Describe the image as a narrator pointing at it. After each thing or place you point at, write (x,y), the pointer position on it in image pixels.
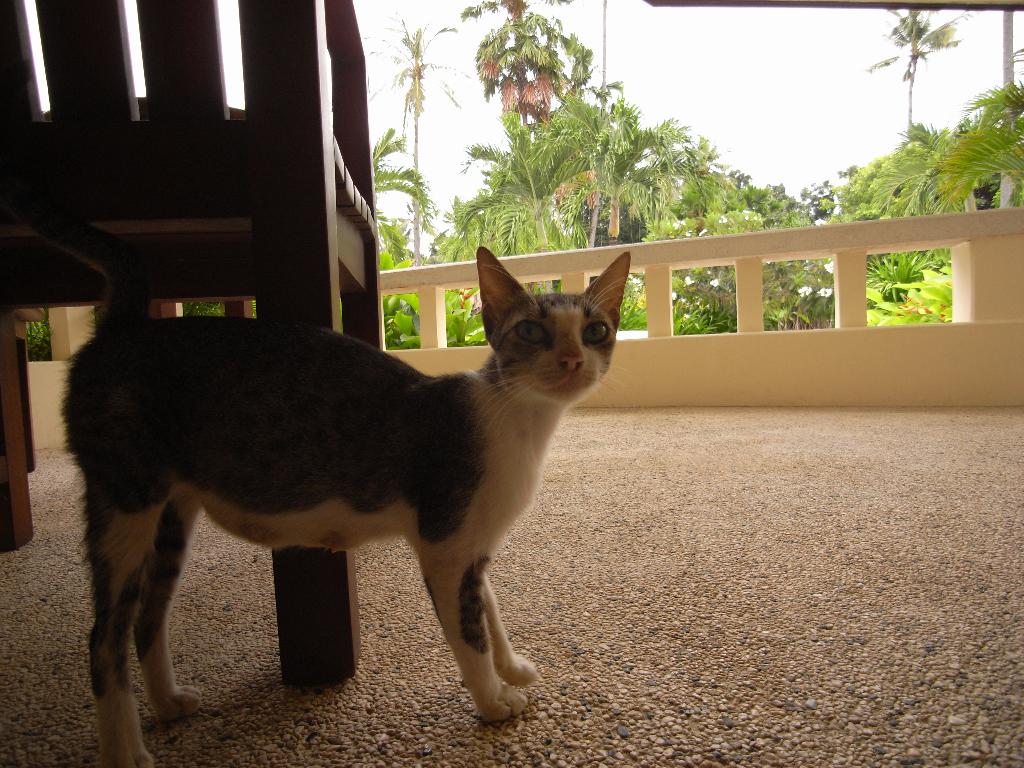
In the foreground of the picture (213,141) there are chair (194,174), cat (286,421) and floor (732,463). In the center of the picture (579,263) there is railing (857,245). In the background (649,146) there are palm trees (1006,186), trees (791,207) and sky (756,110).
